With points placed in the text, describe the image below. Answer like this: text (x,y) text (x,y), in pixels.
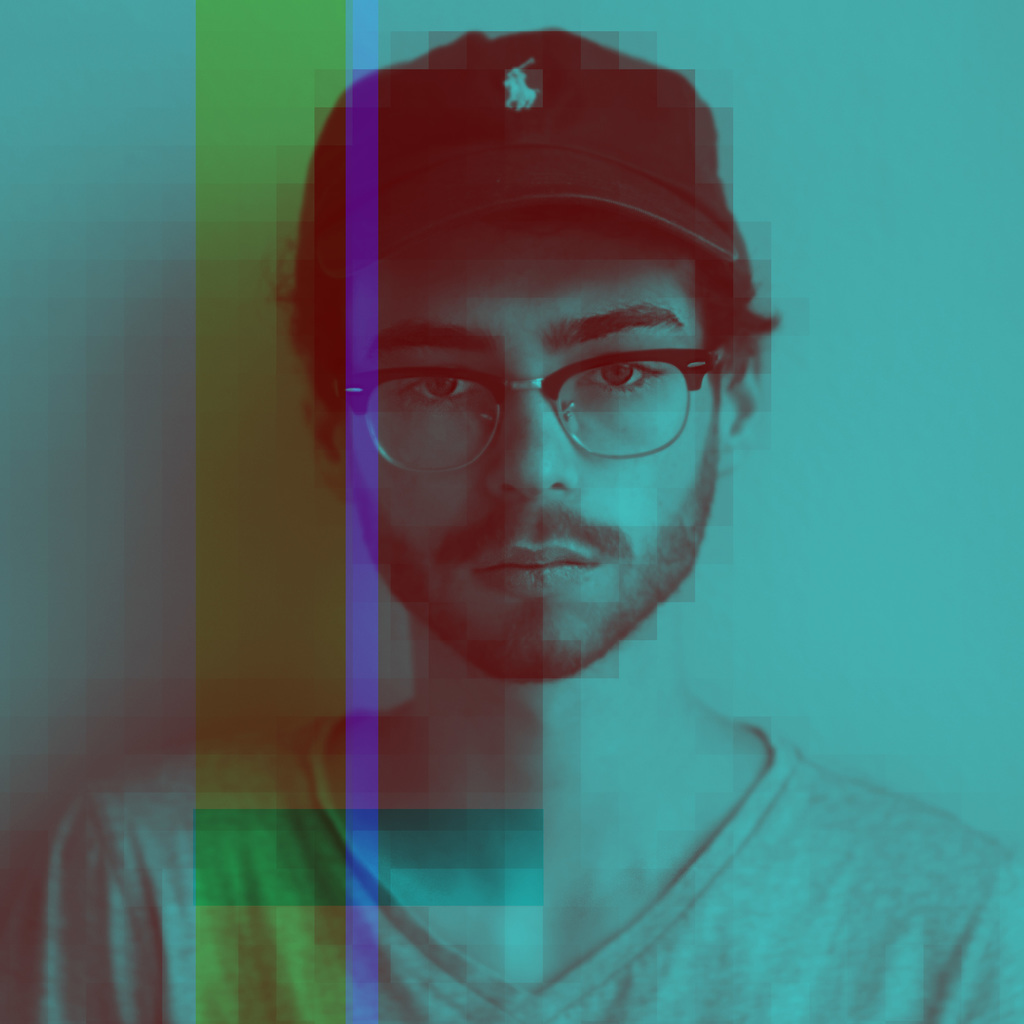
In the foreground of the picture (414,540) we can see a person (498,385) wearing cap (438,169) and spectacles (378,374). In the background (90,121) there is wall (907,207). This is an edited picture.
